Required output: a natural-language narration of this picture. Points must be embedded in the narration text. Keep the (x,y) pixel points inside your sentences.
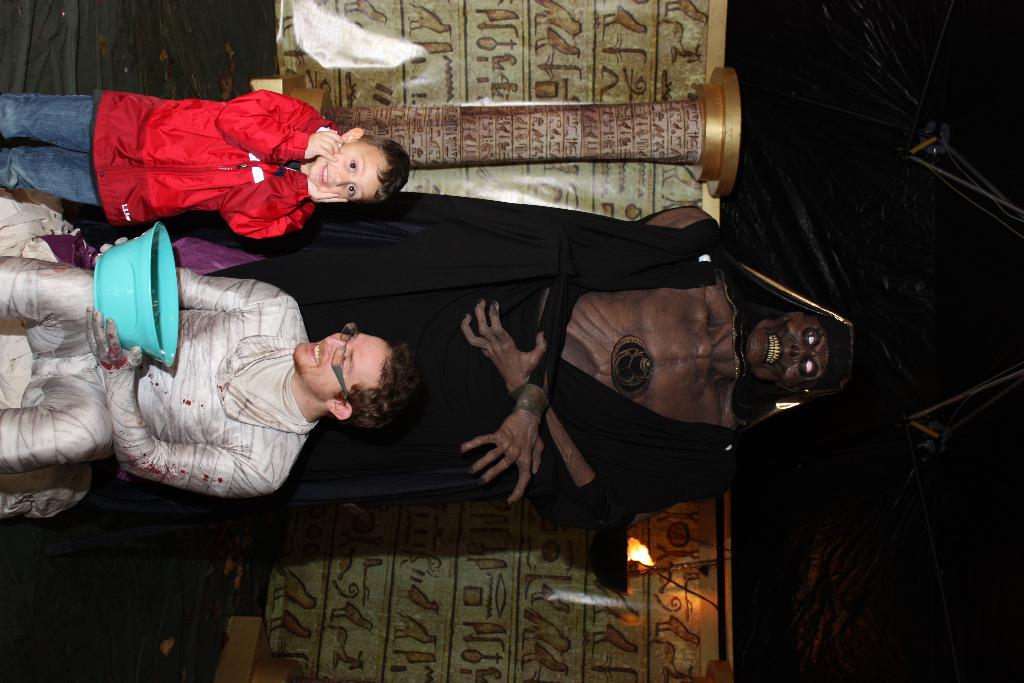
On the left side of the image (171,553) we can see person (129,366) sitting at the bench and kid (128,170) standing on the ground (46,526). In the background (592,167) we can see statue (488,329), pillar (734,173), light (646,550) and wall (520,519).
